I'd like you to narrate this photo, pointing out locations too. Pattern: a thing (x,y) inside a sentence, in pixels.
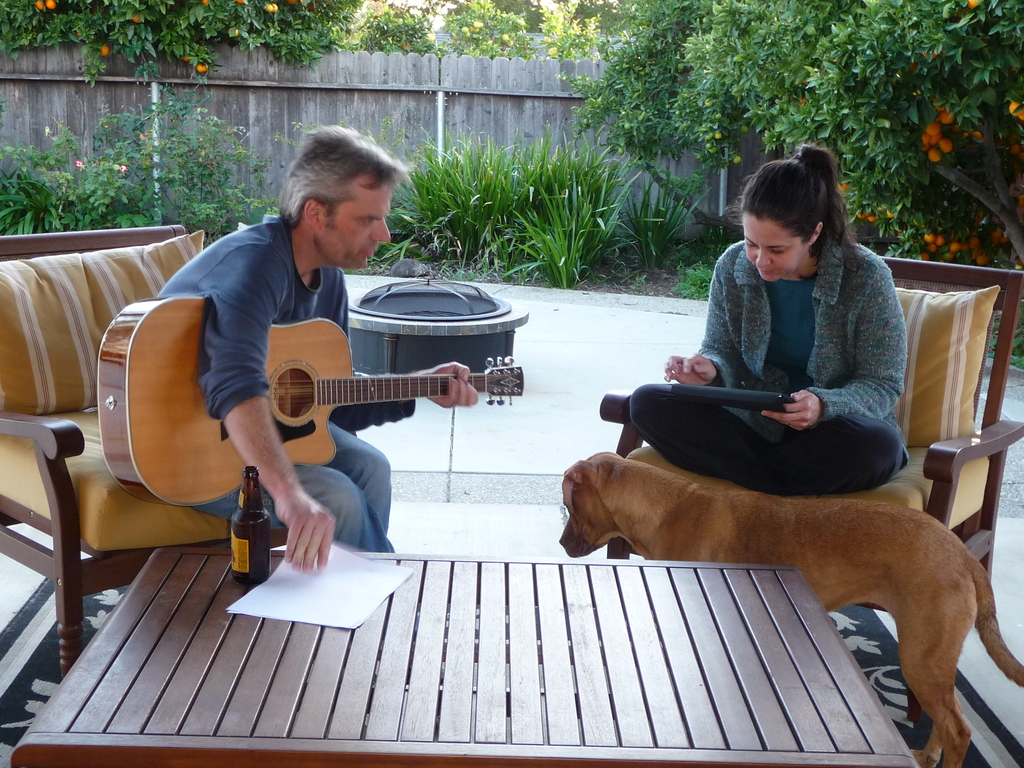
In this image i can see a man (262,289) sitting in the couch (84,397) and holding a guitar (321,372) and a paper (326,584) in his hands (307,549). To the right of the image (748,461) i can see a woman (699,462) sitting on the couch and a dog (703,494). In the background (435,98) i can see trees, a fence wall (437,97) and the floor (570,351).
